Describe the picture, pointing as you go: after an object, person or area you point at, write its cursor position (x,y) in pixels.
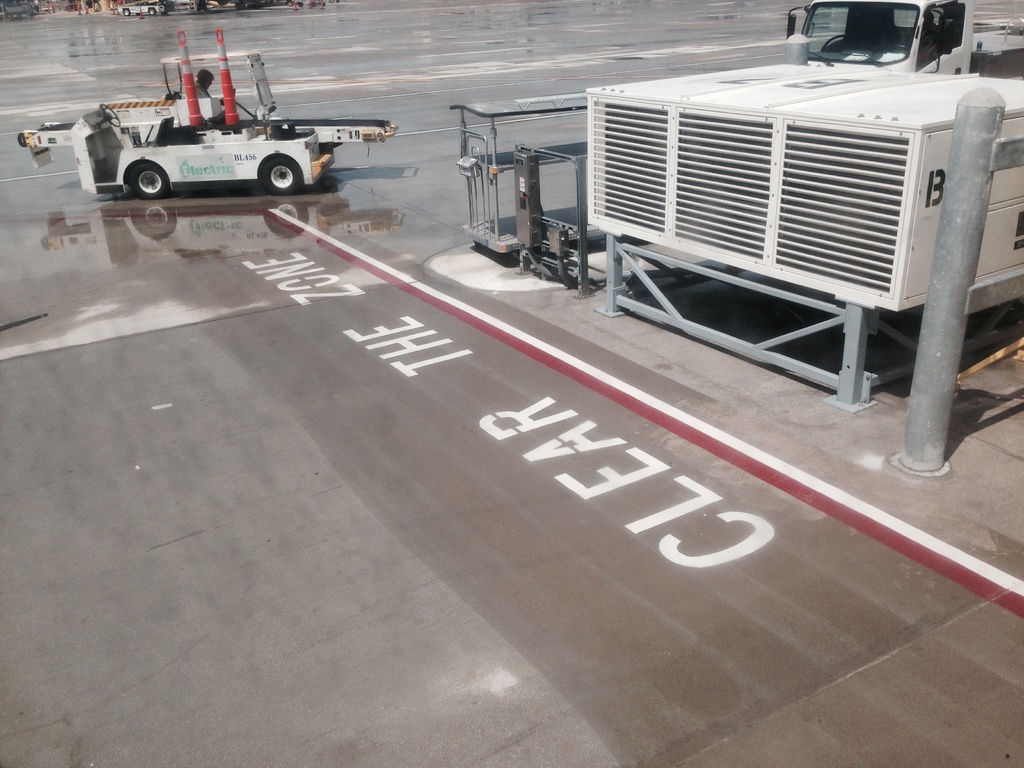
In this picture and I can see a vehicle (243,136) and looks like a truck (863,32) on the right side of the picture (874,18) and couple of cars (126,3) in the back (151,15) and text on the road (667,548) and I can see machines (677,178) on the right side of the picture (726,280).
